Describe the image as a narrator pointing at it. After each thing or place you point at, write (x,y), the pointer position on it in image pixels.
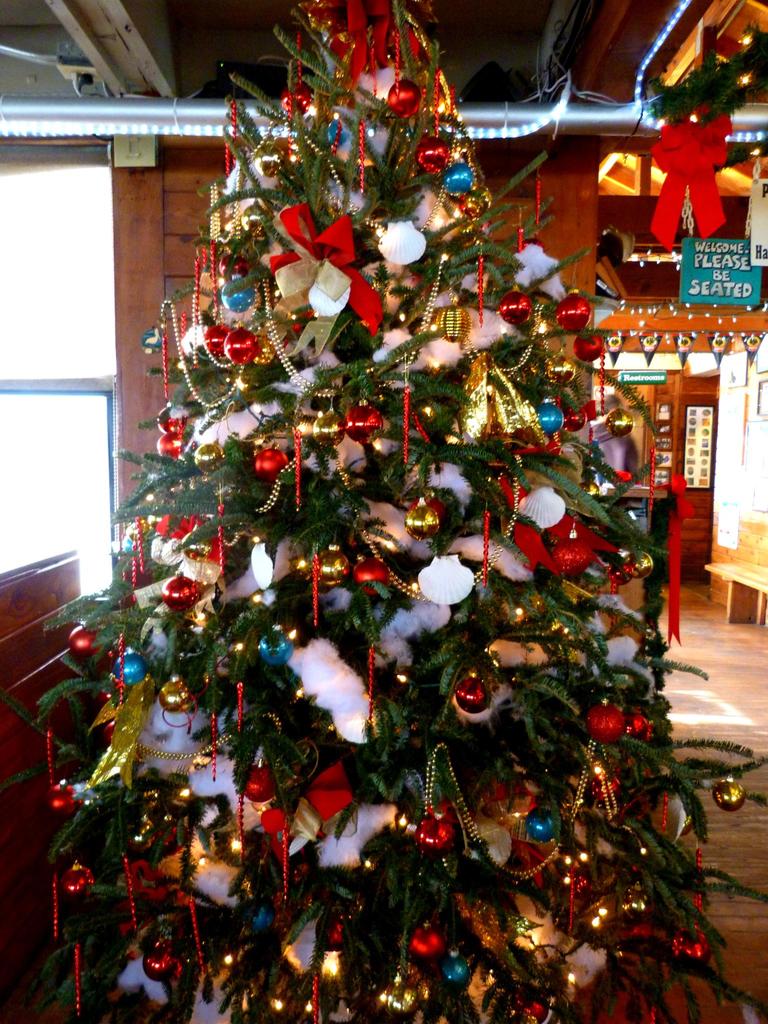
In this image in the front there is a Christmas tree (271,556). In the background (696,246) there are lights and there is a board (710,279) with some text (712,290) written on it and there is a wall (141,250).
